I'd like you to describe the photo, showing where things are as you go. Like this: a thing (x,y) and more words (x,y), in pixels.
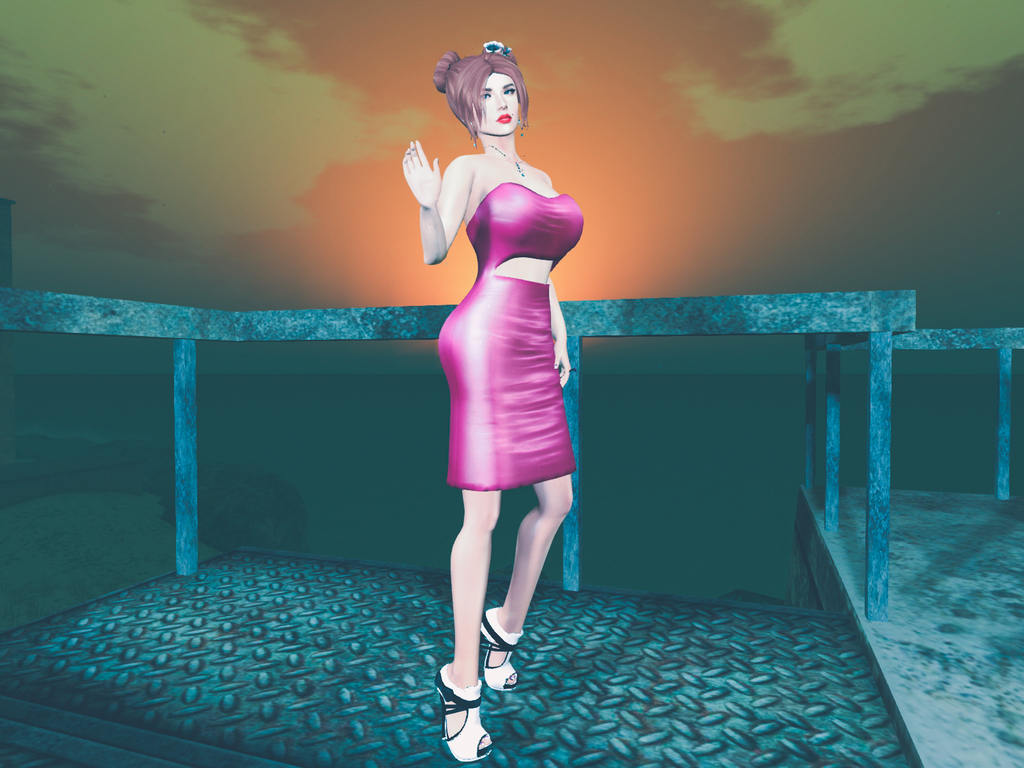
This is an animated image. In this image there is a lady (468,385) standing on the bridge (422,659). In the background (377,400) there is a river (396,430) and the sky (681,115).
